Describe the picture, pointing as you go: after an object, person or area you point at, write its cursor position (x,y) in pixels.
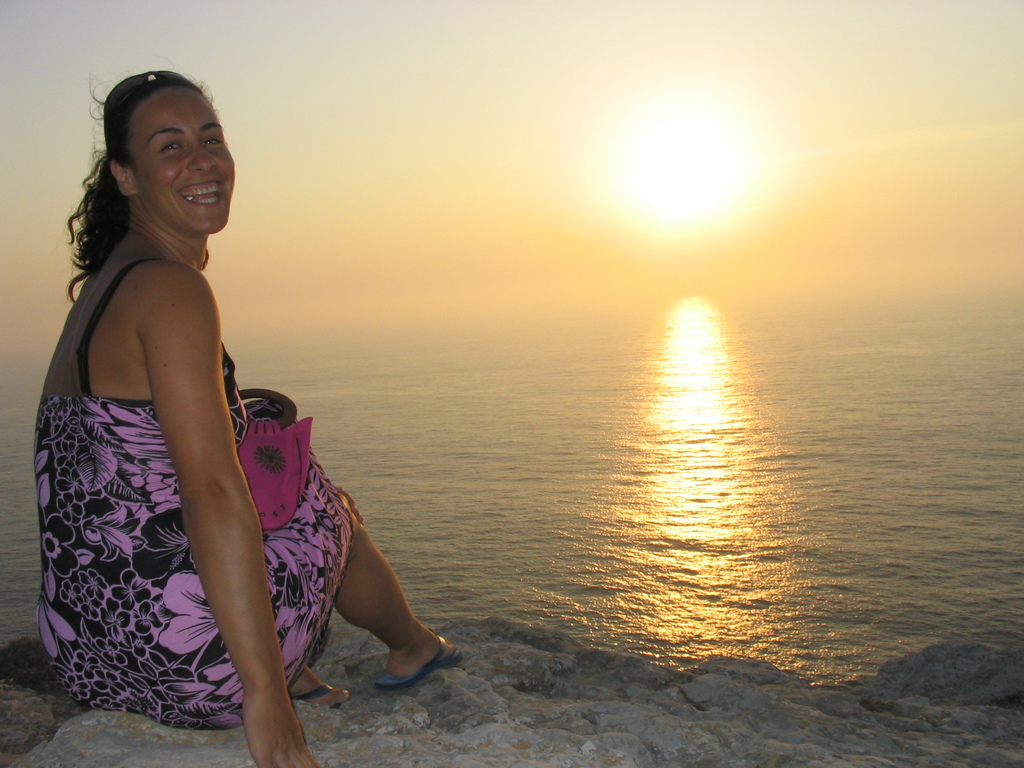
In this image I can see a woman (250,665) sitting on the left (172,665). There is water (809,400) in the center (639,389) and sun (654,201) in the sky (488,230).
